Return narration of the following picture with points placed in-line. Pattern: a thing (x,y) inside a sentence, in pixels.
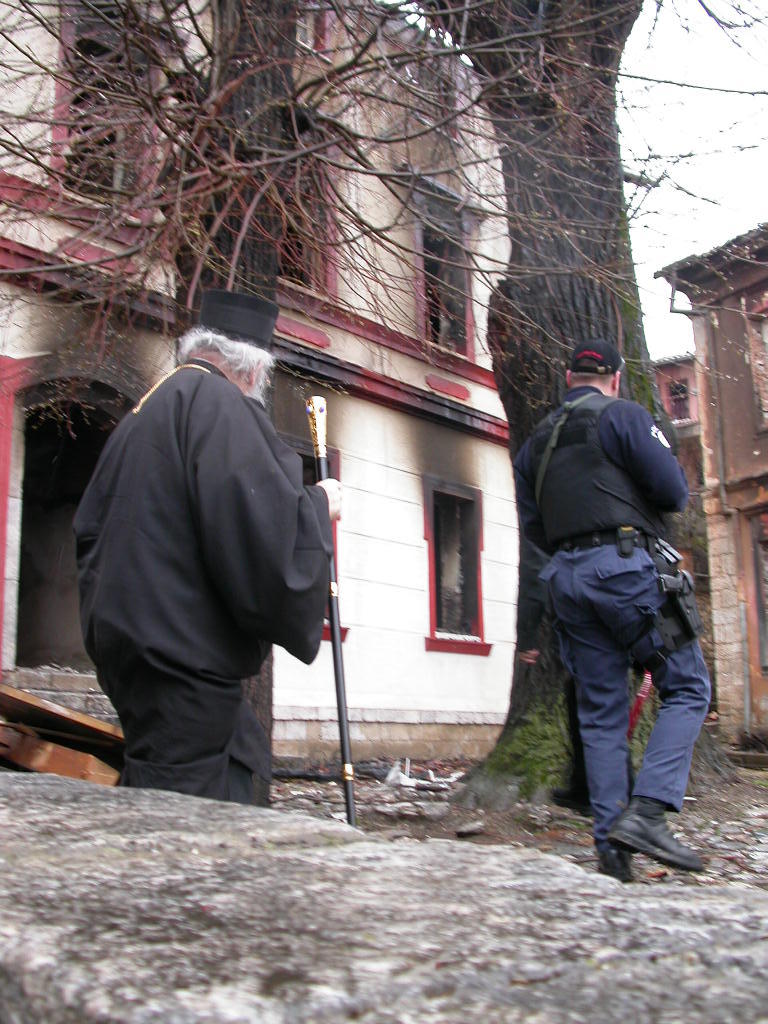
In this picture I can see 2 men (188,510) who are standing and I see that the man (180,484) on the left (177,482) is holding a stick (321,401) and I see that both of them are wearing caps (617,370). In the background (242,287) I can see the trees (603,194) and few buildings (368,354). On the bottom of this picture (250,840) I can see a stone (415,874).
